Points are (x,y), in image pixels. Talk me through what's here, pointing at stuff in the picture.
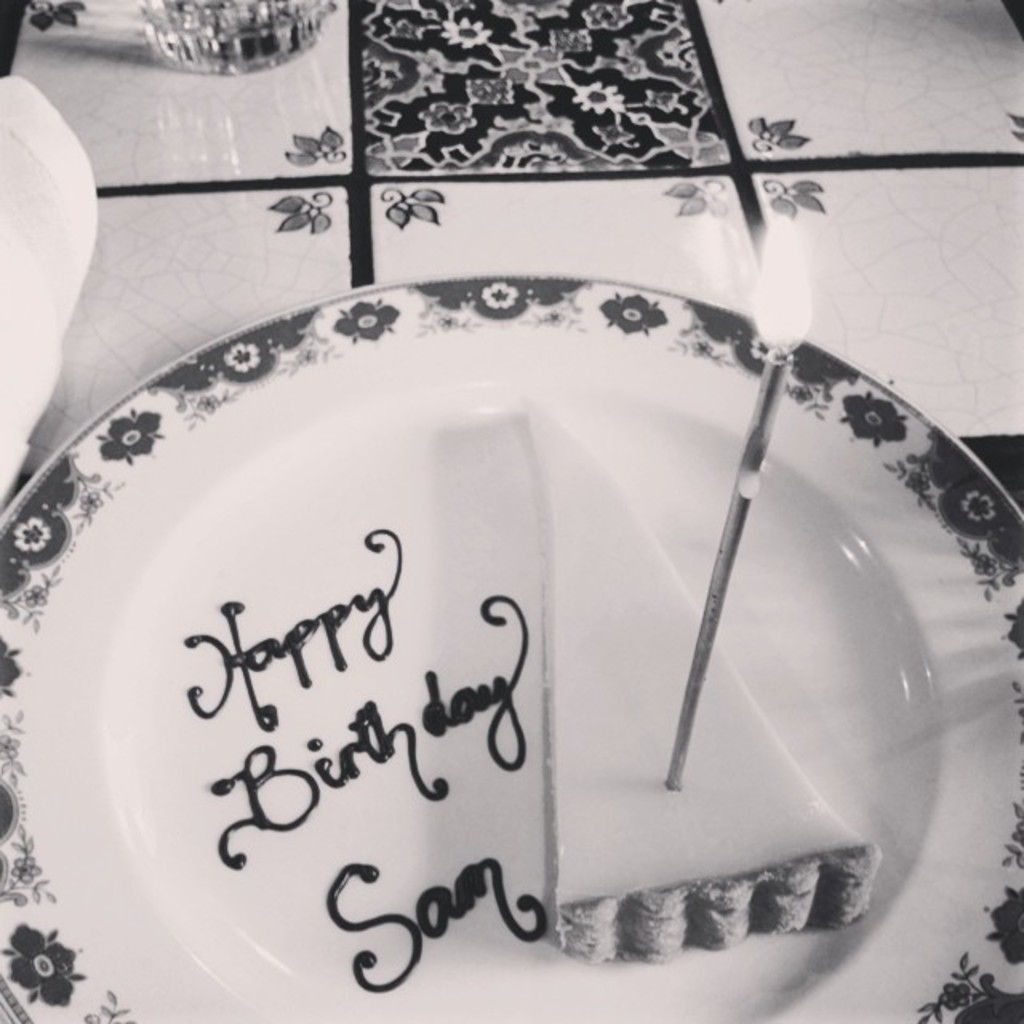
This is a black and white image. We can see a candle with flame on a cake piece (564,497) and text (334,625) written with cream (334,625) on the plate (415,434) on the platform (51,438) and we can see an object (33,308) and glass (237,48) on the platform (220,124).
